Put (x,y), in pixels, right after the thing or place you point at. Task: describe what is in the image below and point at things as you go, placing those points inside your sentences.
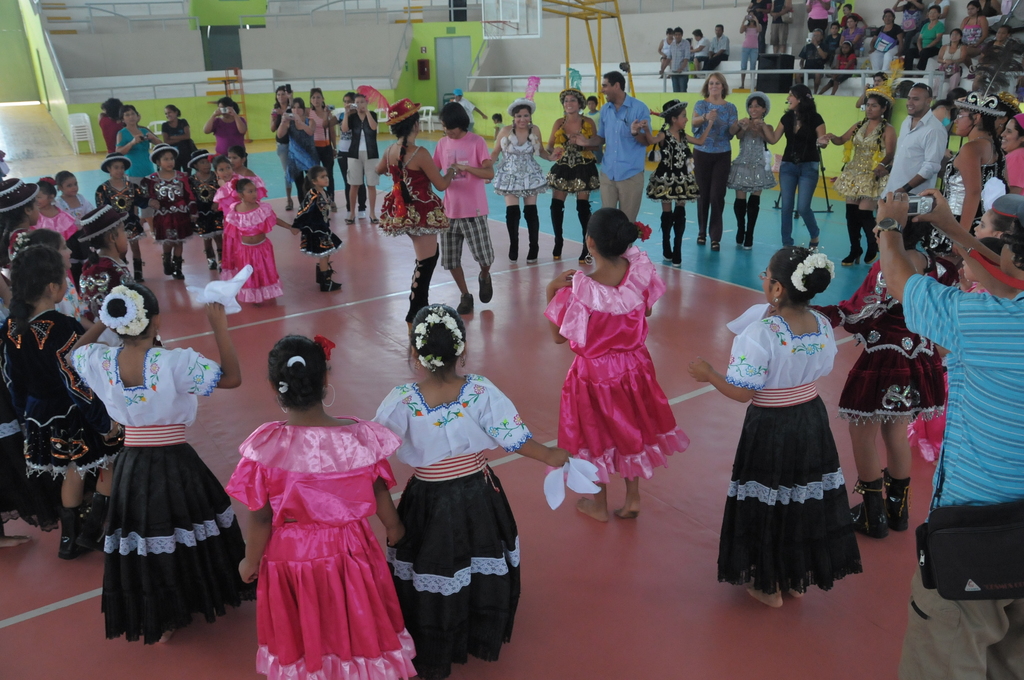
In this picture there are group of children (61,336) those who are standing in the center of the image (605,281), in costumes (161,205) and there is a girl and a boy (462,192), they are dancing in the center of the image (487,234) and there are other people (846,76) as audience (842,60) in the top right side of the image (809,61).
